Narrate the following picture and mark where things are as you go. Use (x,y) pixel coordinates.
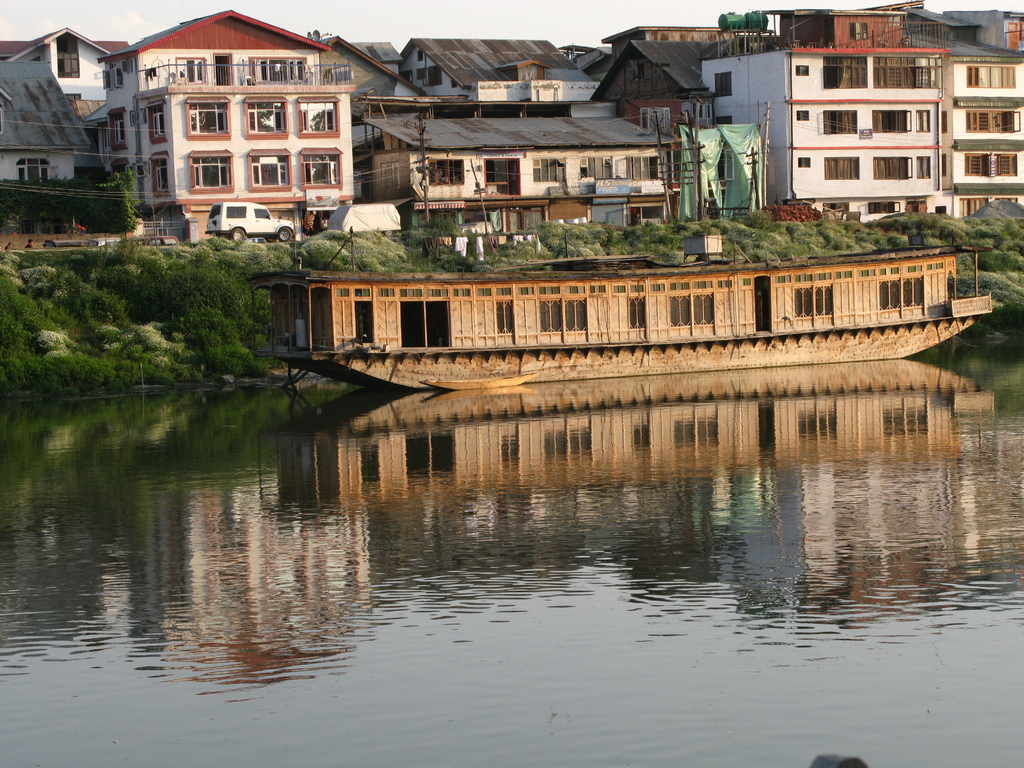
In this picture we can see water (475,572) at the bottom (604,586), there is a boat (602,361) in the middle (583,355), in the background (898,136) there are some buildings (669,115), plants (578,240), poles (754,162), wires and a jeep (255,218), there is the sky (563,17) at the top of the picture (564,18).
